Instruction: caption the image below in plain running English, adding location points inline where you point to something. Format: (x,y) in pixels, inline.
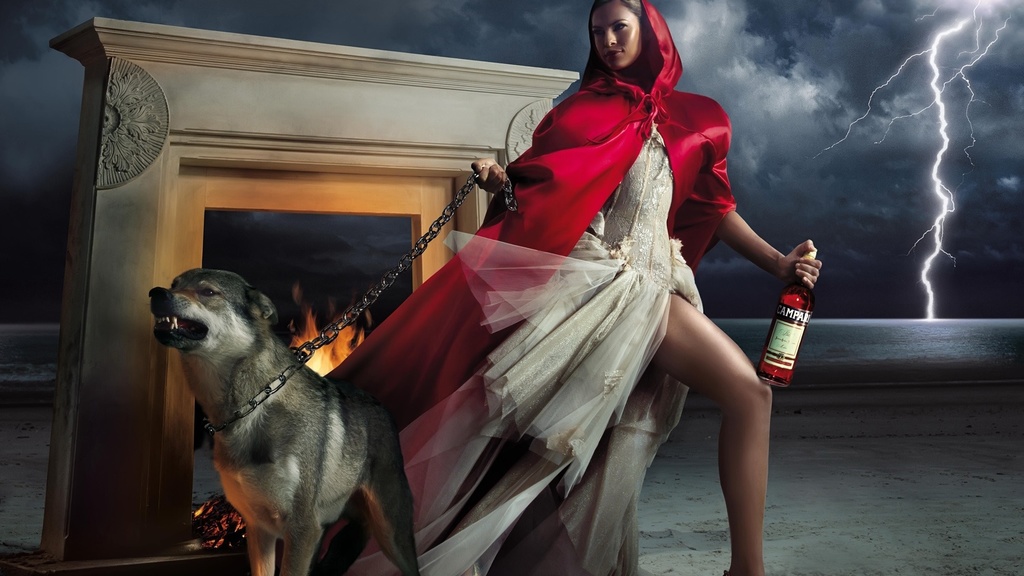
This is an edited picture. On the background (700,59) we can see sky (811,86) with clouds (779,140) and thunders (932,257). Here we can see a woman (765,388) holding a bottle (795,325) in her hand (803,276) and on the other hand (499,181) she is holding a chain (466,194) of a dog (269,441). Here we can see a fire (345,333).
